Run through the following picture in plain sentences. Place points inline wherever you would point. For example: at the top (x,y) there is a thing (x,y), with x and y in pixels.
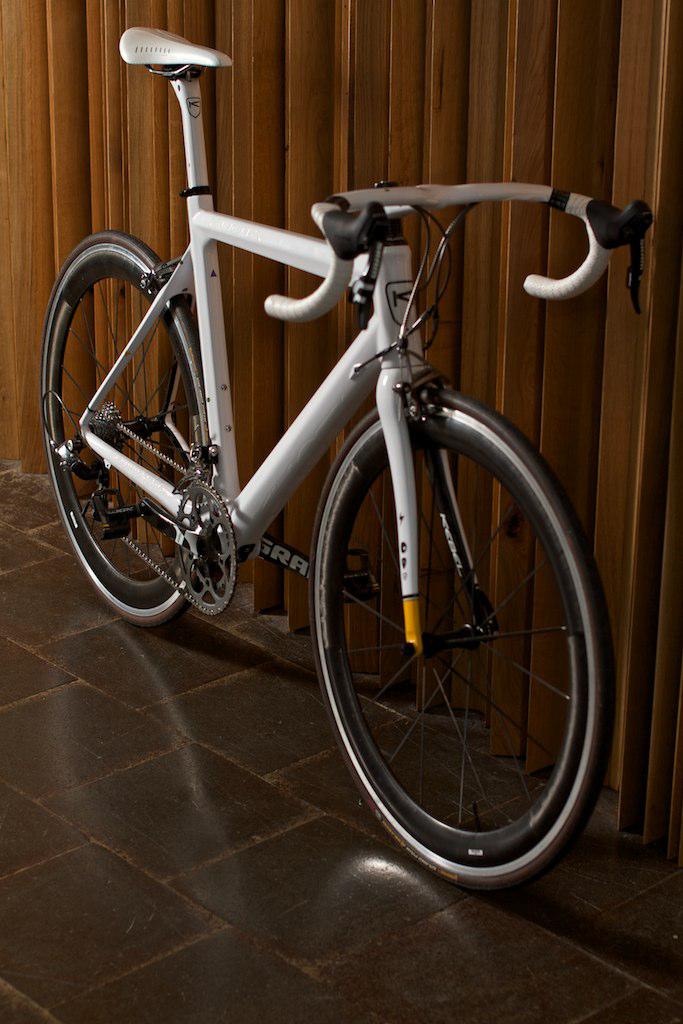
In this image we can see a bicycle (202,427) on the floor (193,618).
